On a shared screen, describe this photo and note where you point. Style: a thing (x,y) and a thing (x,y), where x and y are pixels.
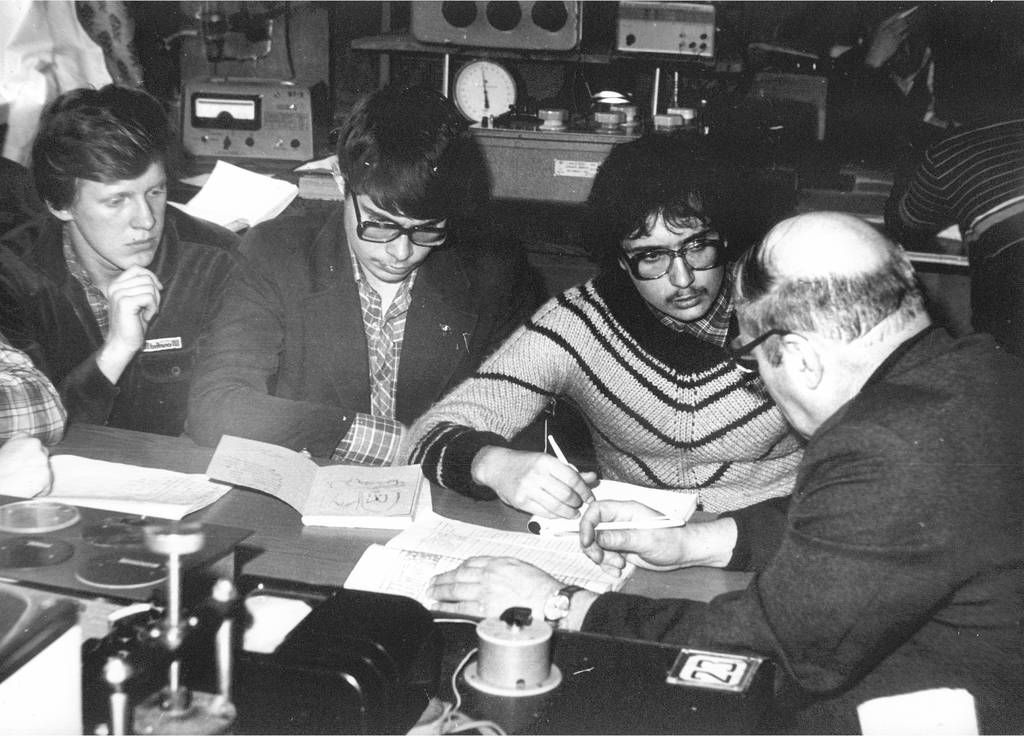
This is a black and white image, in this image there are some people (742,379) who are sitting and also there are some machines (187,56), clock (496,117) in the foreground (120,473) there is one table (700,583). On the table (331,565) there are some books (84,475) and one person (510,479) is holding a pen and writing, in the book (643,521) and also at the bottom (43,593) there are some machines (387,613).
